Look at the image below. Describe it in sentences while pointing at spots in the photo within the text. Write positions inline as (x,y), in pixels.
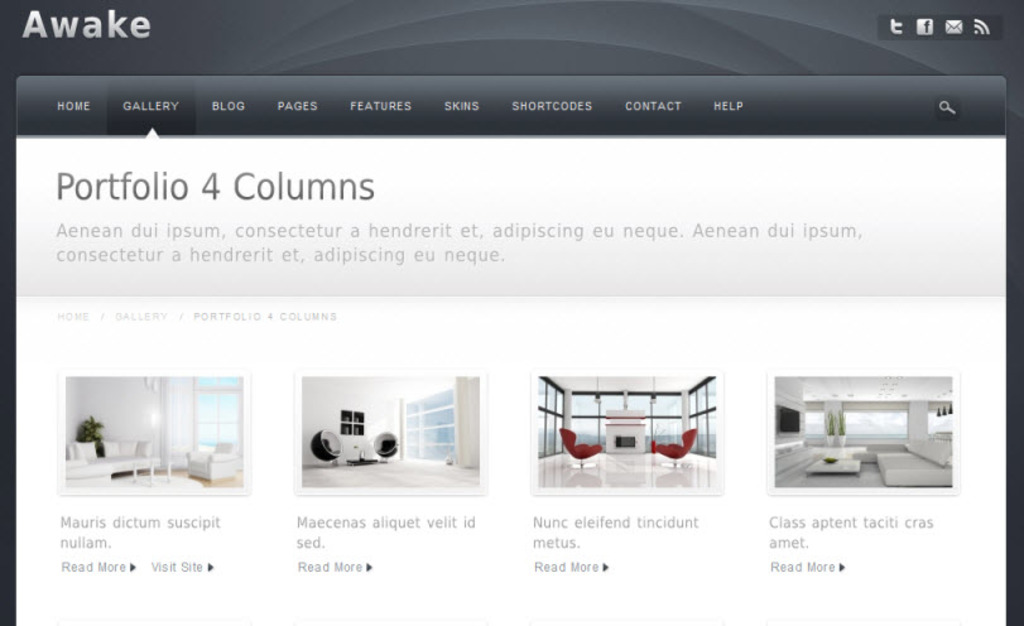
In this image I can see a screen (294,440) and something written on the screen (746,450). I can also see few couches (906,450), they are white and red color, and I can also see few windows (541,390).
